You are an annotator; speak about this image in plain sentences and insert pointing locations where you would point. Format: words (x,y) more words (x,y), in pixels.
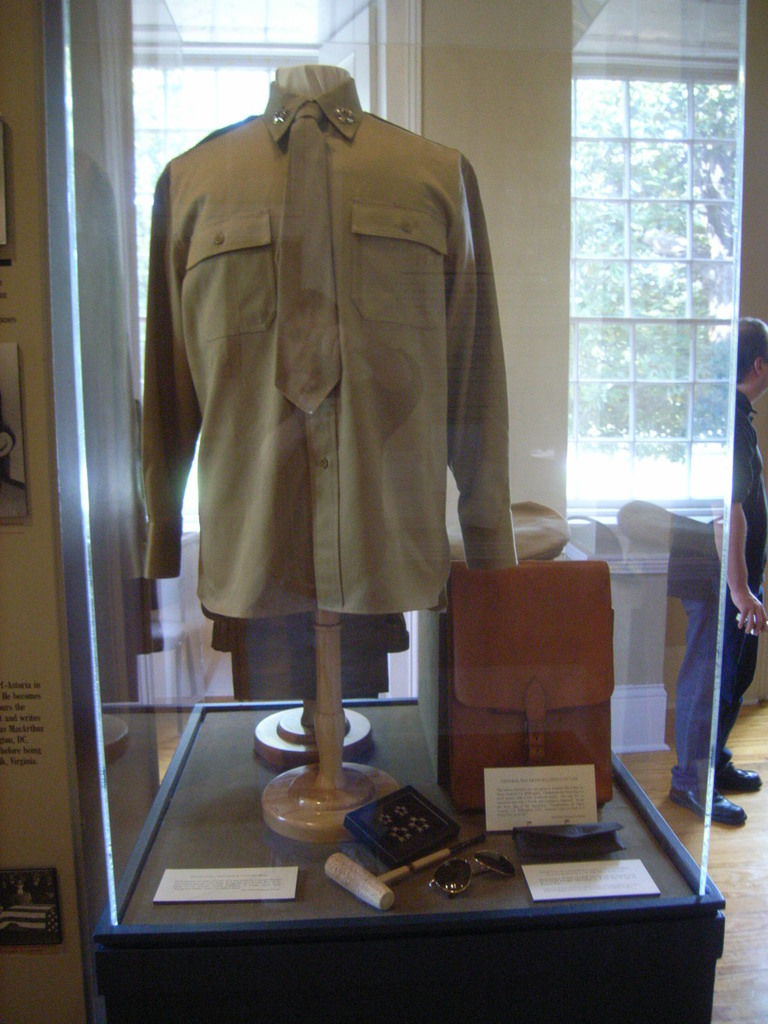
This picture shows a shirt (237,541), bag (585,732) and few articles (550,557) used by a person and we see a man (731,782) standing out and we see few trees (703,212) from the window (619,97).
